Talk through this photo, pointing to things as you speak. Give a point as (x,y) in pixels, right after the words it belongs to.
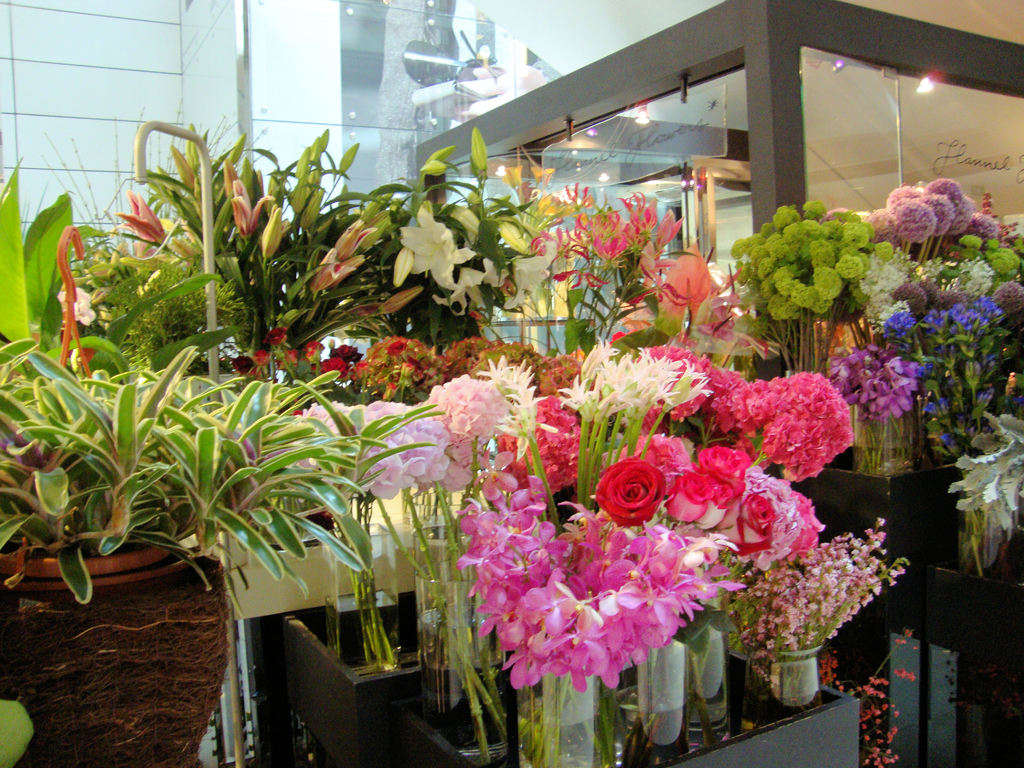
In this image there are flower plants (656,420), in the background (194,86) there is a glass wall (716,182), in the bottom left (48,554) there is a pot (108,741).
